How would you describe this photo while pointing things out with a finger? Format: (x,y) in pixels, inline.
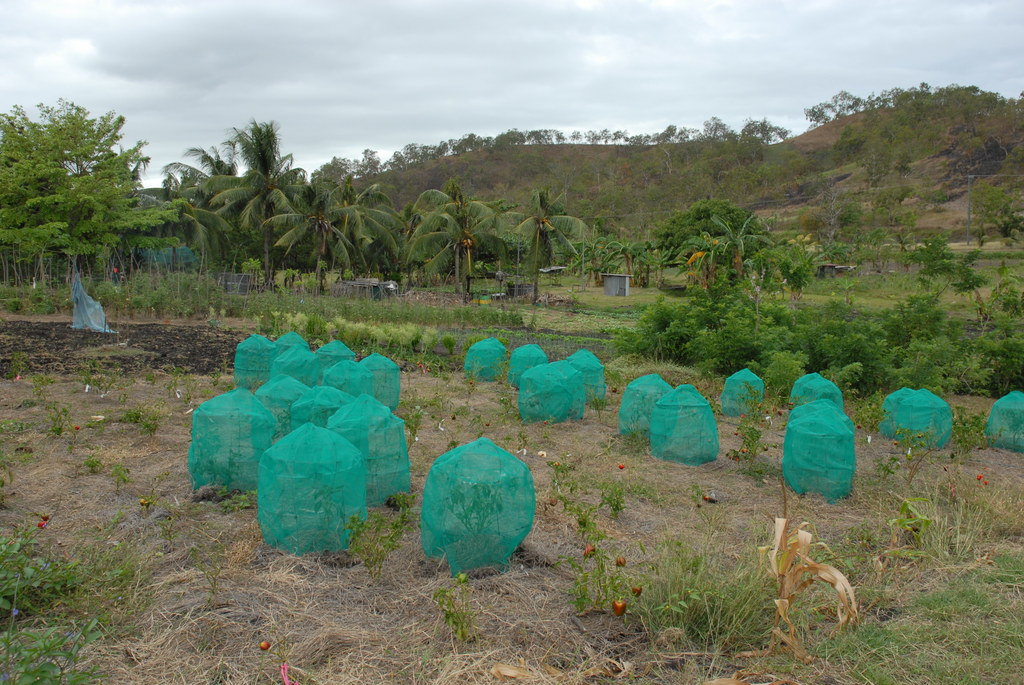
In this image, there is an outside view. There are some plants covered with nets (458,477). There are some trees (252,255) and hill (518,146) in the middle of the image (670,251). There is a sky (542,61) at the top of the image (455,79).
